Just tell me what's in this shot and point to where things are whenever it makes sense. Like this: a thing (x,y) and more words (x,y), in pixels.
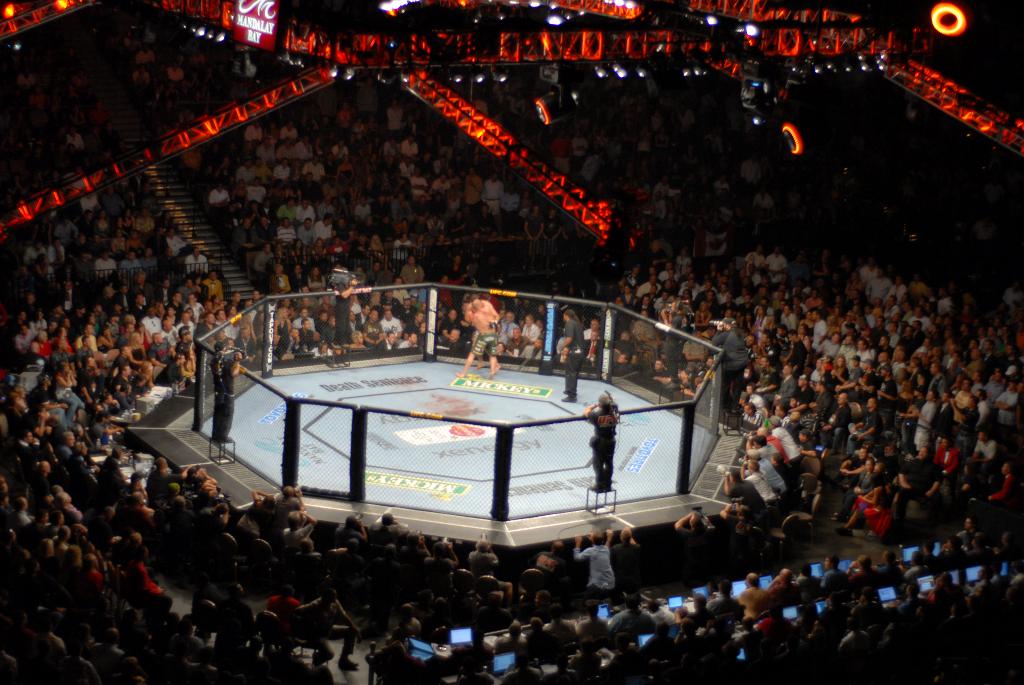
This is the picture of a place where we have some people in the UFC ring (248,316) and around there are some people (53,520) sitting and standing and also we can see lights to the roof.
